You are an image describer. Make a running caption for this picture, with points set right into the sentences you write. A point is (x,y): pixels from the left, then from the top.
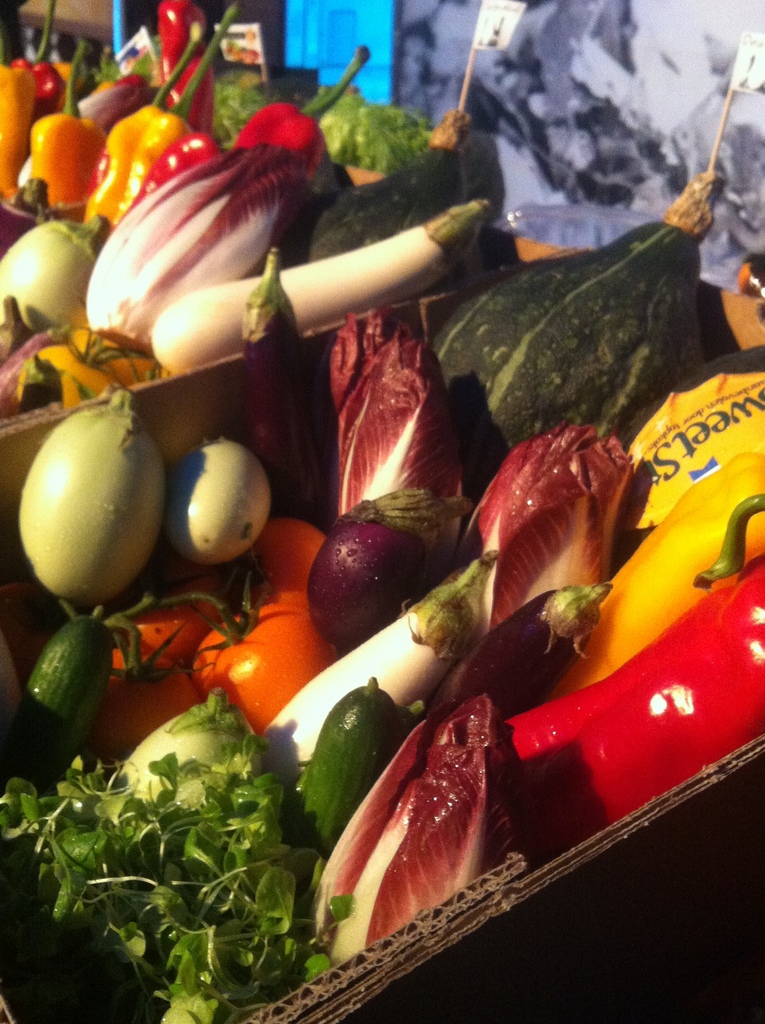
In this picture we can see cardboard (675,866), there are some vegetables (151,261) present in the front (336,323), there is a blurry background (708,117), at the left bottom (135,875) we can see leafy vegetable (136,843).
